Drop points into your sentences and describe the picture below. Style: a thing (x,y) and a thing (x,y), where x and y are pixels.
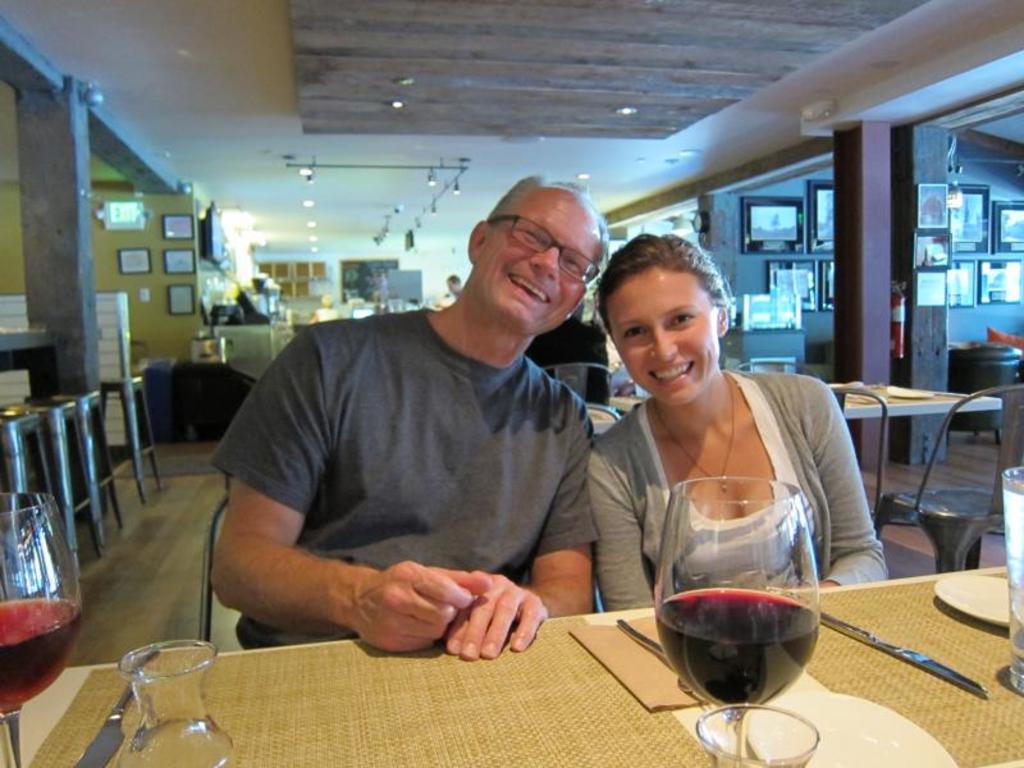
These two persons (536,545) are sitting on a chair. On this table (498,745) there is a plate (863,716), glass (774,657) and knife (937,660). Different type of posters (759,227) on wall (191,276). On top (960,203) there is a light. These two persons (641,363) hold a smile (531,279).
